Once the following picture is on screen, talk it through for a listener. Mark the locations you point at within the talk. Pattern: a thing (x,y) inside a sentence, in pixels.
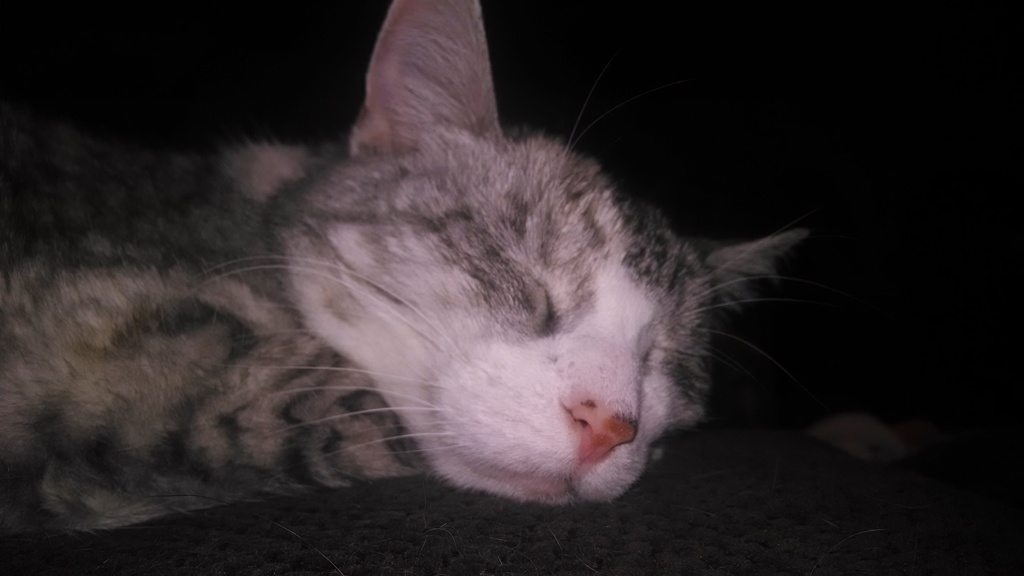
This picture contains a grey cat (463,301) which is sleeping. In the background (604,144), it is black in color and this picture is clicked in the dark.
